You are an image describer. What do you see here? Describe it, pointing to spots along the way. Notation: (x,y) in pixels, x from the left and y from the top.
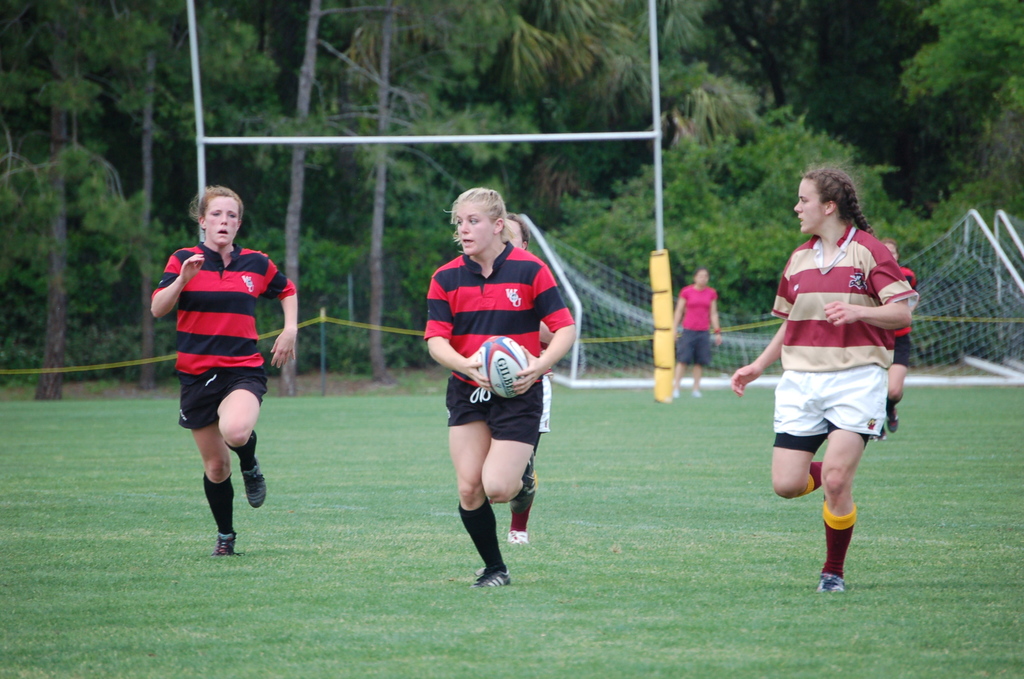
In this image we can see some women (505,417) running and playing on the ground (648,509). There is one football net (717,349) on the ground (693,457), one woman (702,308) standing near the football net (615,300), one yellow object (668,317) with white poles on the ground (418,381), one rope pole barrier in the background (50,368), one woman (484,546) holding a ball (498,361) in the middle of the image (498,377), some trees (277,153) in the background (402,154) and some grass (699,410) on the ground (614,498).
